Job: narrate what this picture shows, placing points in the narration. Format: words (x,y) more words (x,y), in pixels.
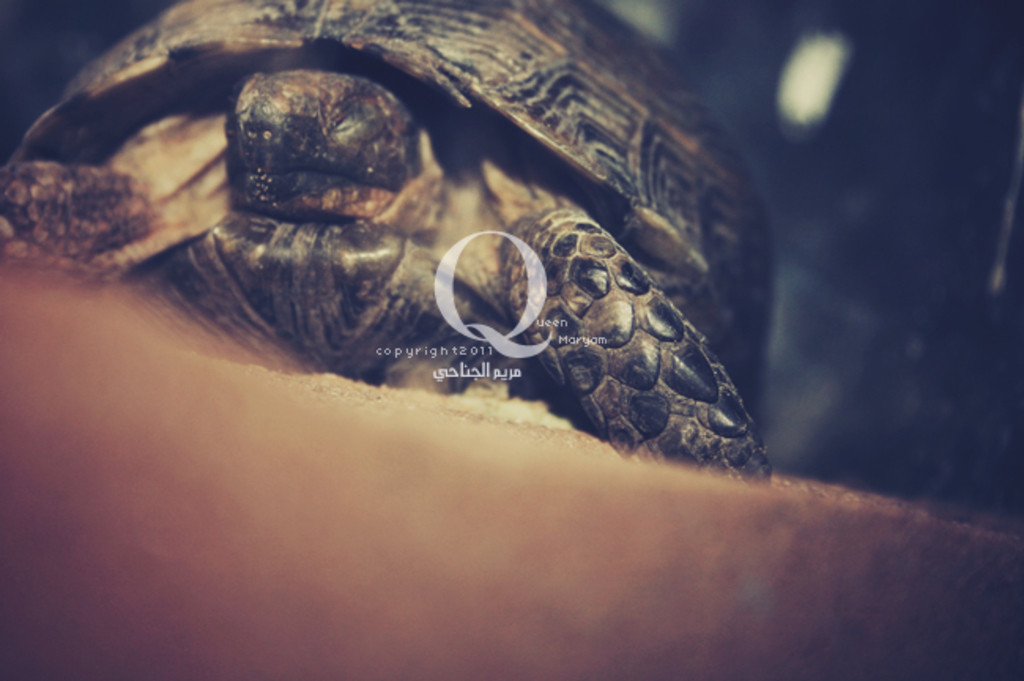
In this image I can see a tortoise (480,193) which is brown, black and cream in color. I can see the black colored background (833,285).
